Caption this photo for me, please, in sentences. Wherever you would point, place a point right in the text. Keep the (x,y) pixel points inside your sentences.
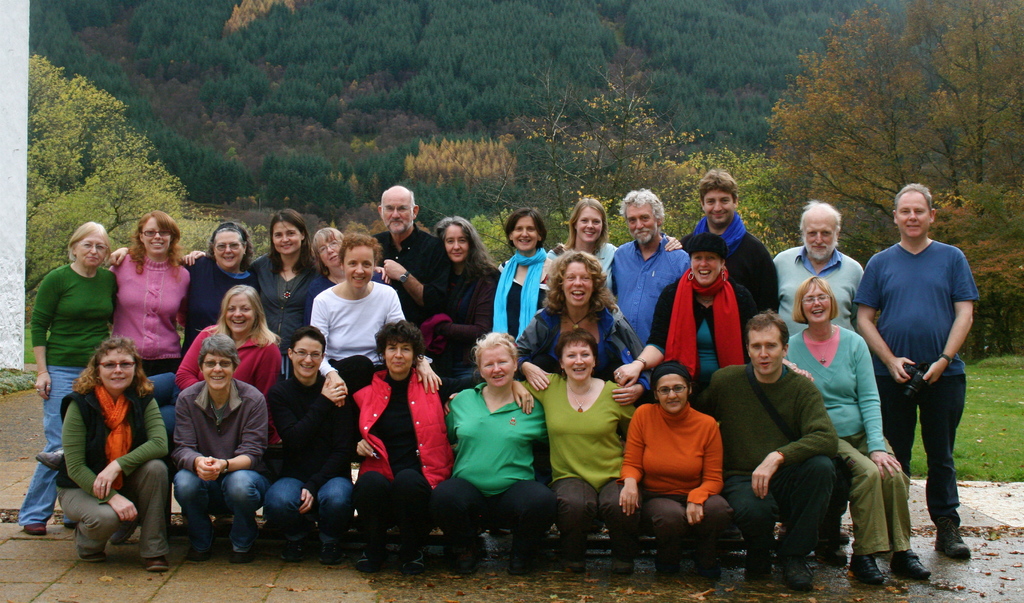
In this picture there are group of people (494,378) where few among them (475,450) are crouching and the remaining (306,320) are standing behind them and there are trees (475,108) in the background (475,108).
